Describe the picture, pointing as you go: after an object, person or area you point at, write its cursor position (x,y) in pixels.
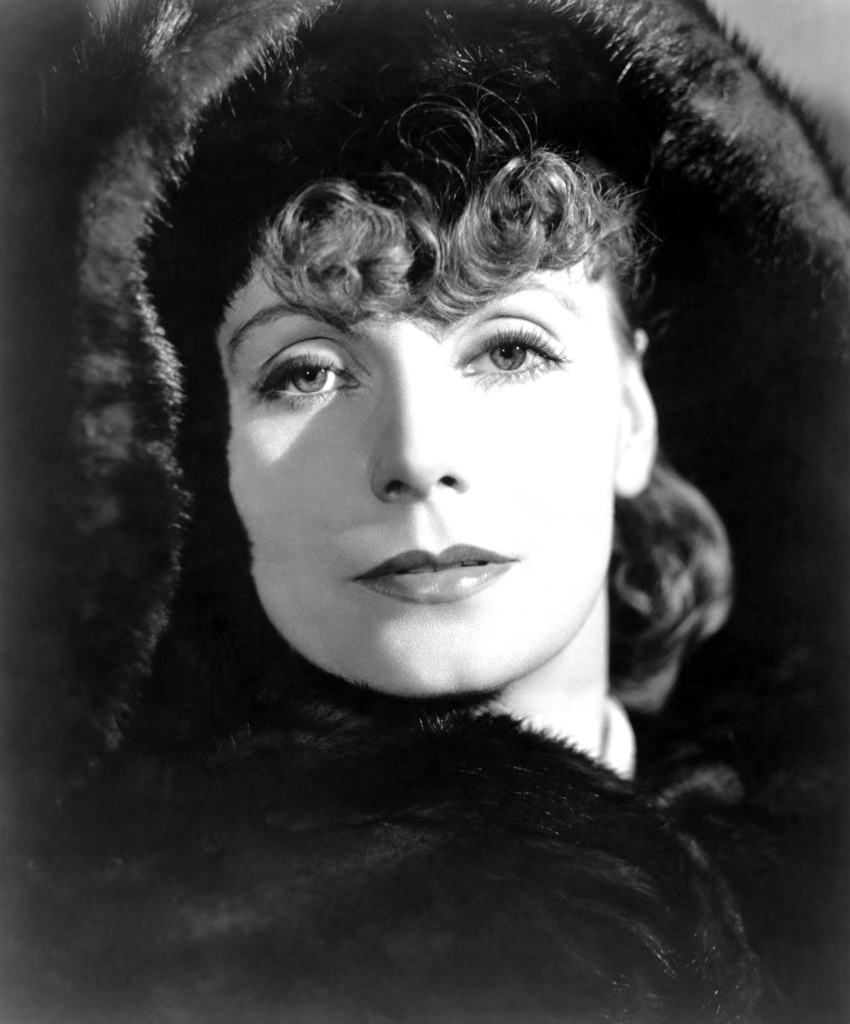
In this image there is a woman (405,764).
